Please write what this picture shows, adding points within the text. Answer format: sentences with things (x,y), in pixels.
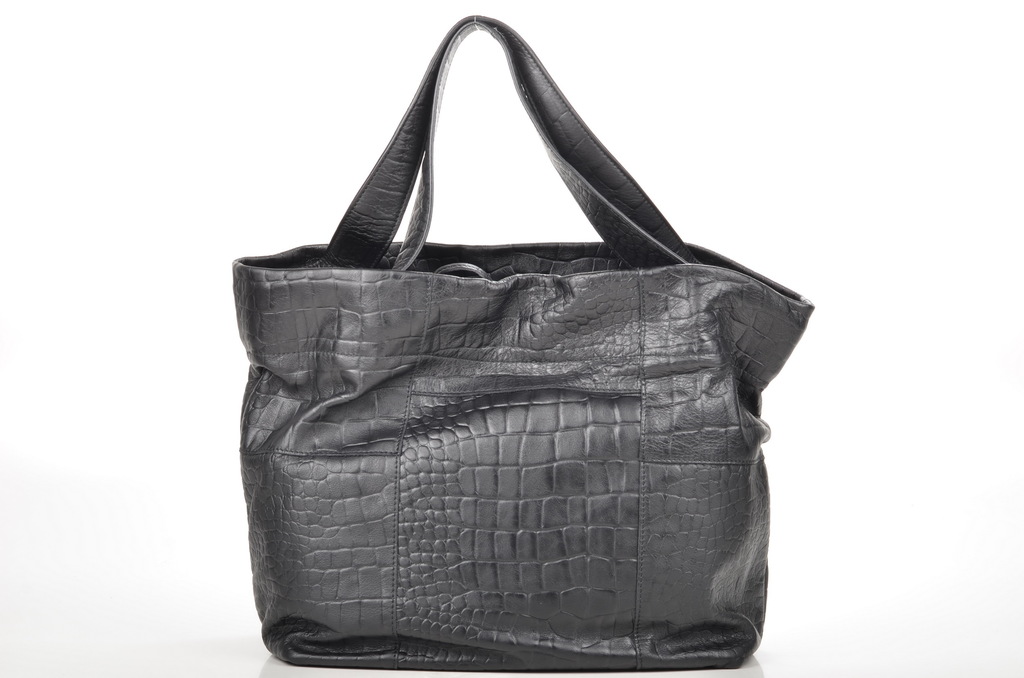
This picture shows a woman handbag (327,659).
